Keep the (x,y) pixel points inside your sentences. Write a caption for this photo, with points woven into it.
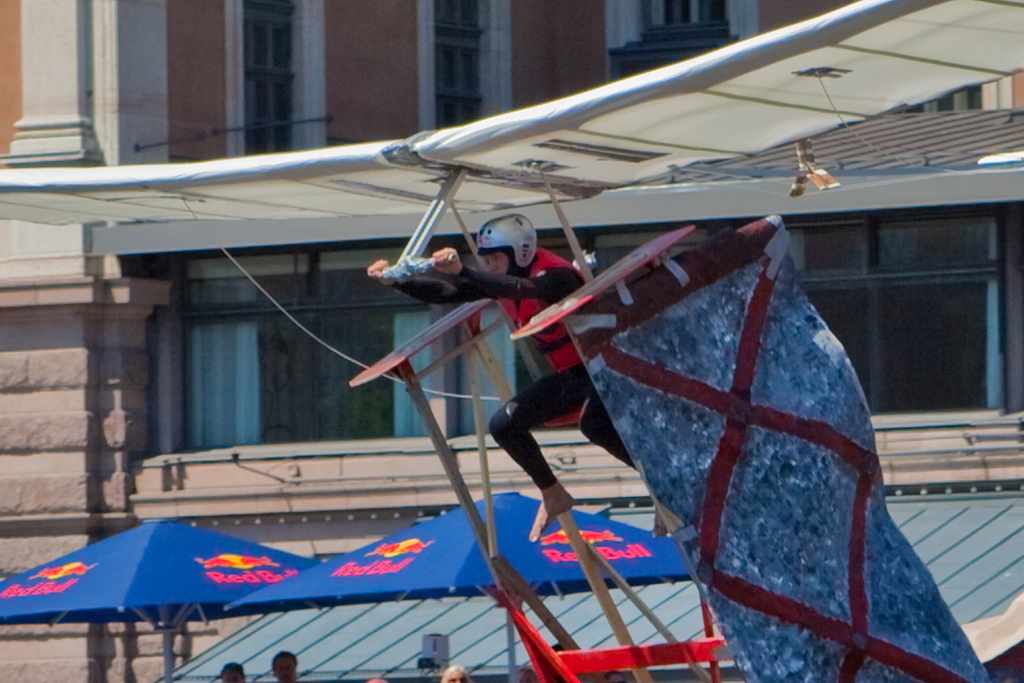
In this image I can see a man (553,411) holding some object (425,257) which is looking like a parachute (501,184) and he is about to jump. In the background (198,245) there is a building (260,445). At the bottom of the image (240,676) I can see few people (230,663) under the shed (220,599). Everyone are looking at this man (519,327).
